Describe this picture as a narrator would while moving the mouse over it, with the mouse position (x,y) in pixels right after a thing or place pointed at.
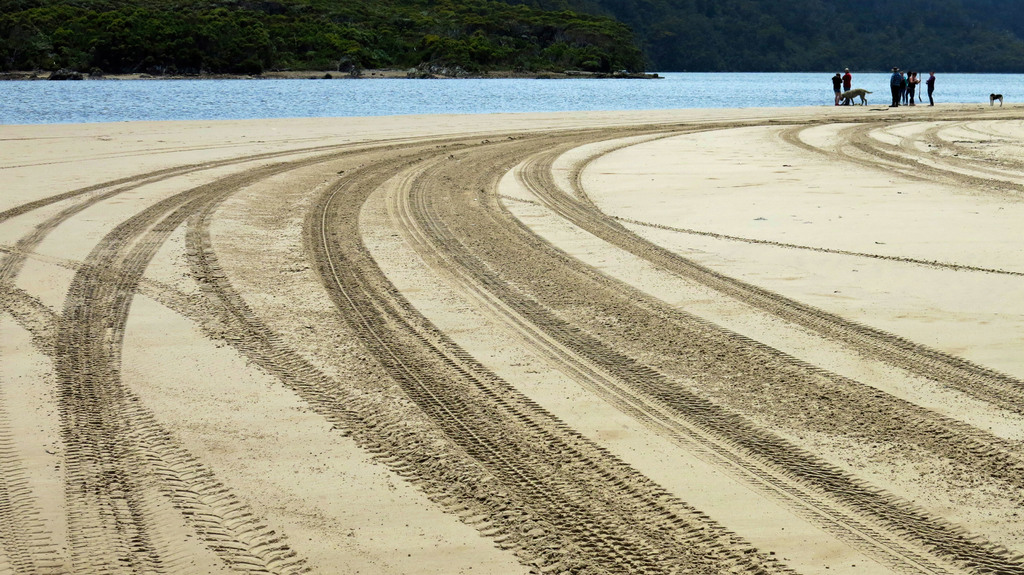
In the right top of the picture (929,87), we see people (903,98) standing and we even see a dog (861,98) beside them. Behind them, we see water (289,101). There are many trees (406,29) in the background (567,35). At the bottom of the picture (373,422), we see sand (312,417) and this picture might be clicked at the seashore (259,337).
